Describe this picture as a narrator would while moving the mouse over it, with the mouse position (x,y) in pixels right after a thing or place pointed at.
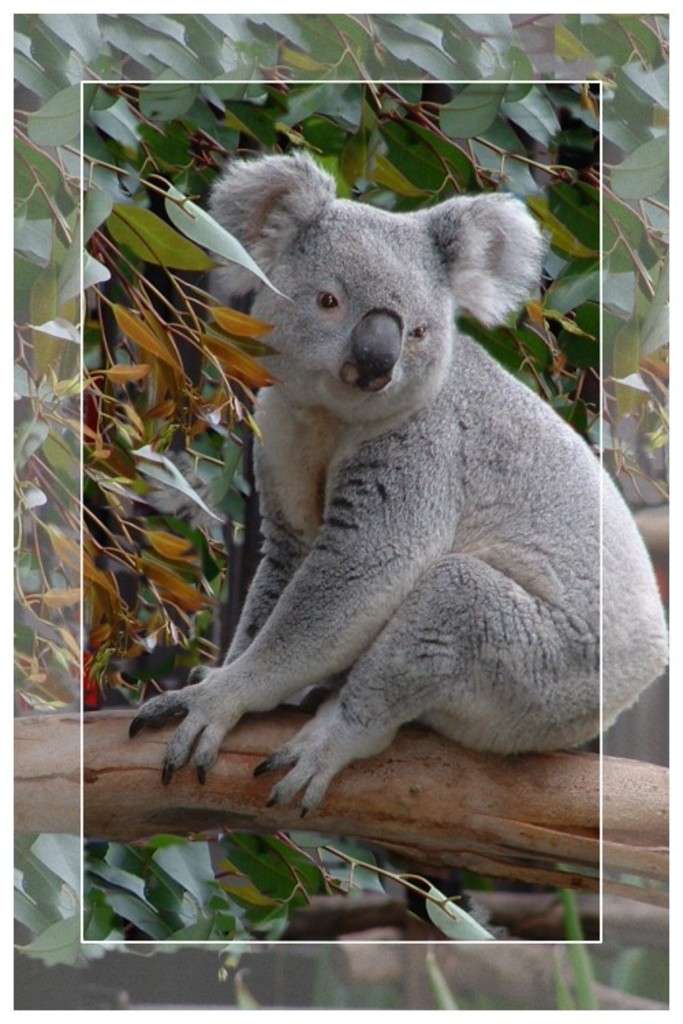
This is an edited image. In this image we can see an animal (313,510) on the branch (121,746) of a tree (433,806). We can also see some leaves (134,335).
